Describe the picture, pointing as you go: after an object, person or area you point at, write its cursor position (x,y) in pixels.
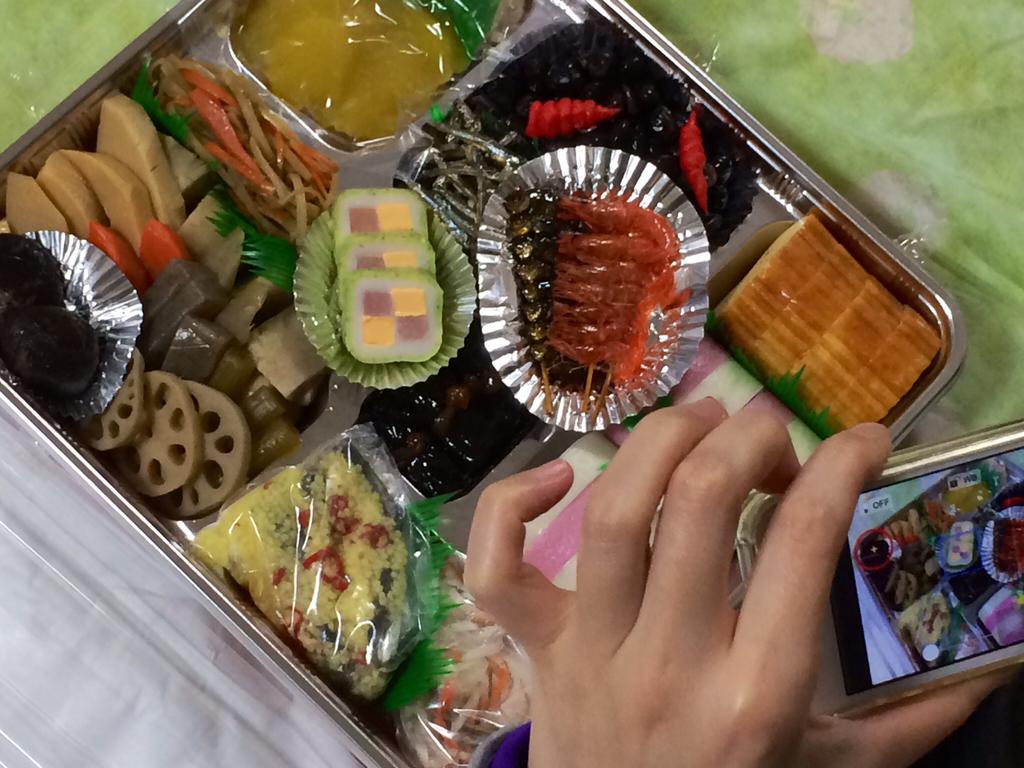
In the center of the image (438,478) we can see food (471,461) in a box (20,161). We can see a person's hand (674,427) and a phone (864,521).
